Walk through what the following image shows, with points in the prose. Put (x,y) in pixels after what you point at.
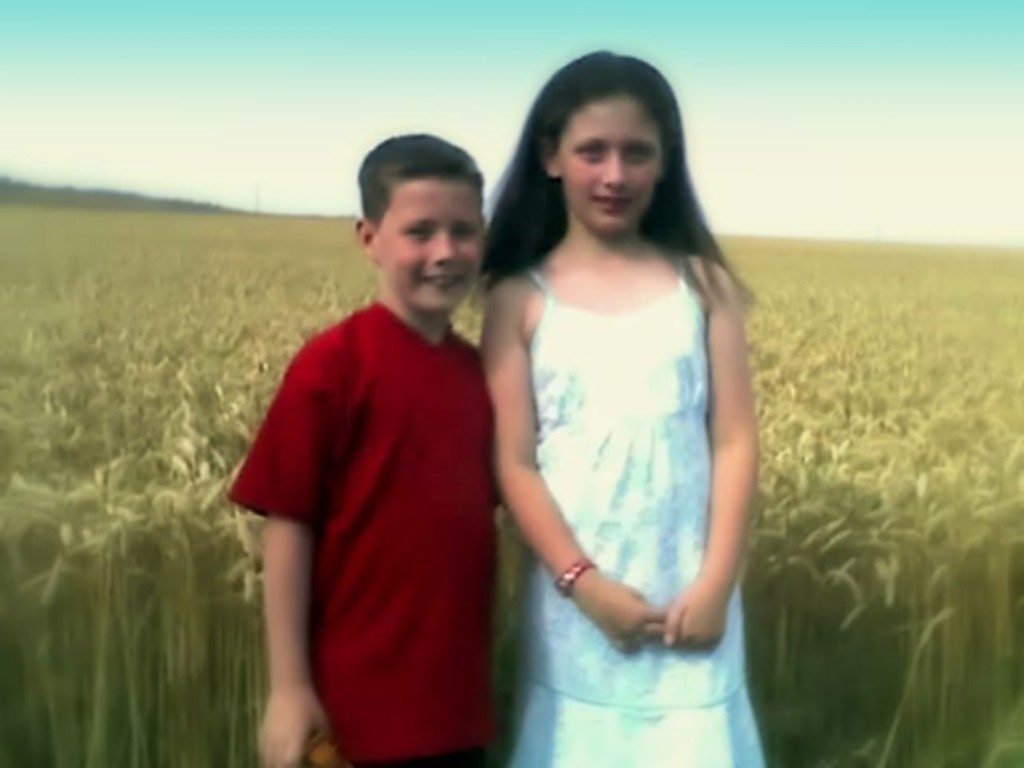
In the image in the center (498,379) we can see two kids (496,451) were standing and they were smiling, which we can see on their faces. In the background (201,74) we can see the sky (558,19), clouds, and plants (129,211).
